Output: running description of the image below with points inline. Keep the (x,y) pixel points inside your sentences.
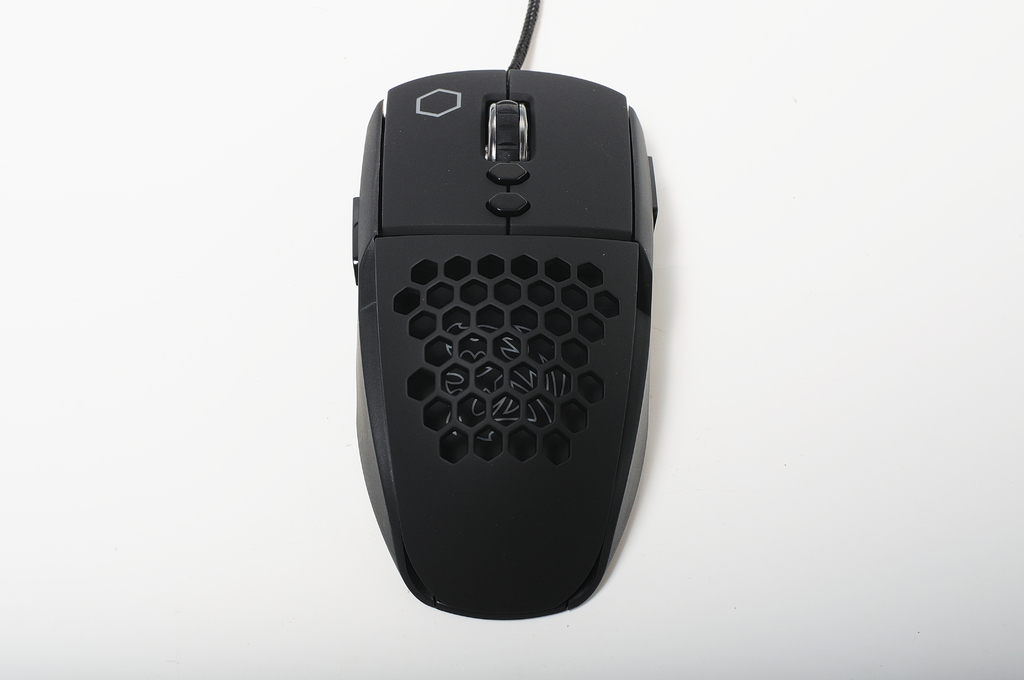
In this image I can see a mouse (600,177) in black color.
